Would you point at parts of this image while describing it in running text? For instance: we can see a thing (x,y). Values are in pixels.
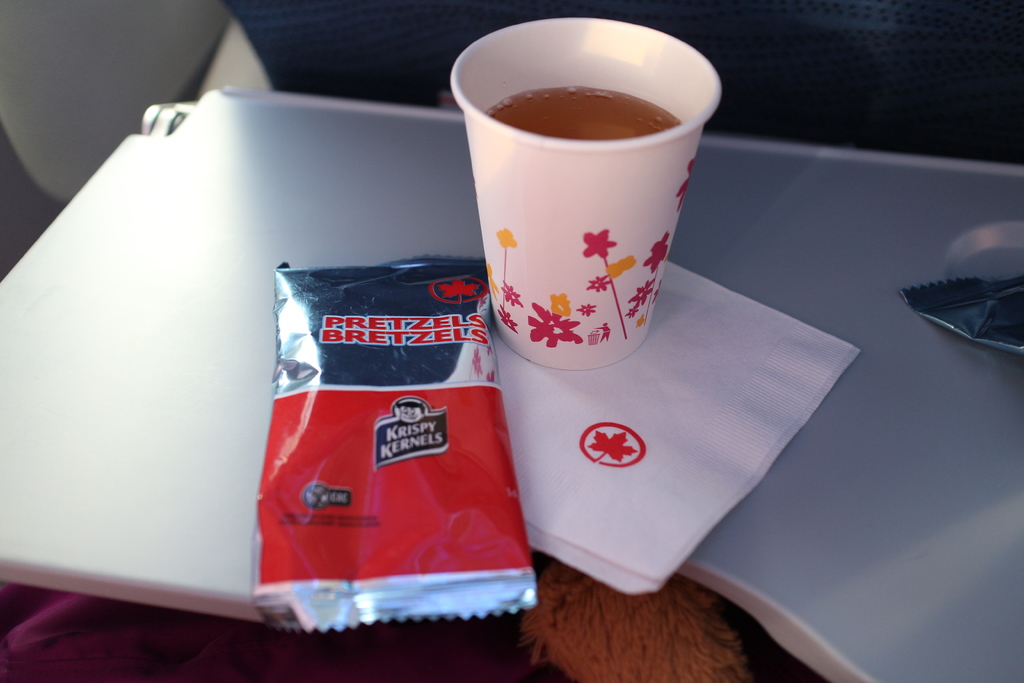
In the foreground of this image (701,416), there is a sachet (458,496), tissue (632,453) and a cup (603,281) on a table (257,297). We can also see another sachet (984,331) on the right (991,316).
